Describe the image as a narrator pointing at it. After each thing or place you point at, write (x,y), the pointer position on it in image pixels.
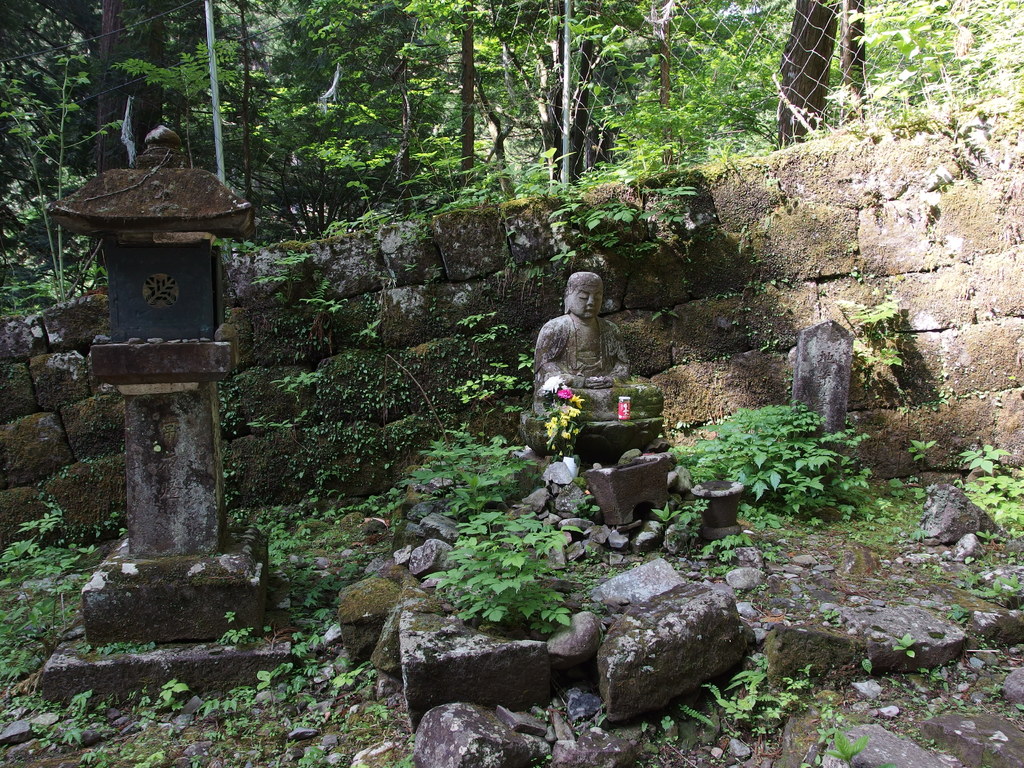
In this image we can see an idol (553,321), rocks (416,608), stones (415,562), plants (474,472), fence (768,143), wall (779,229) and also the trees (314,112).
